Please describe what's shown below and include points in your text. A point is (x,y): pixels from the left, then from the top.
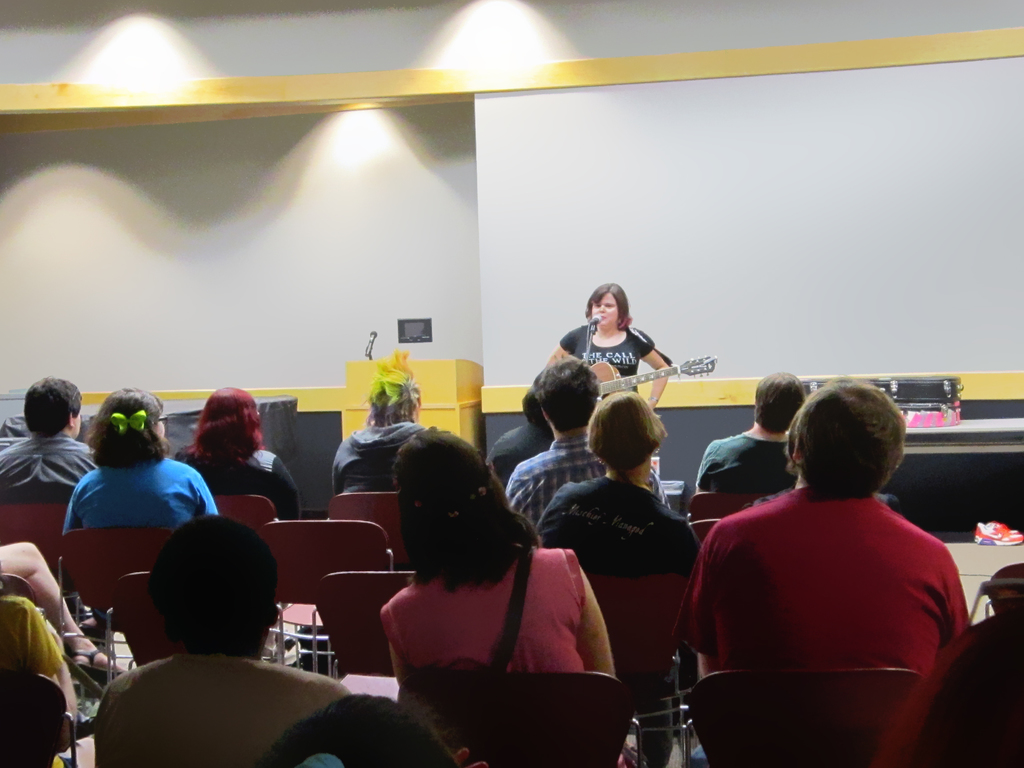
In this image, There are some people (842,578) sitting on the chairs (271,518) which are in red color, In the middle (660,368) there is a woman (660,363) standing and holding a music instrument (636,380) she is singing in the microphone (587,348) which is in black color, In the background (525,194) there is a white color wall (636,216).
